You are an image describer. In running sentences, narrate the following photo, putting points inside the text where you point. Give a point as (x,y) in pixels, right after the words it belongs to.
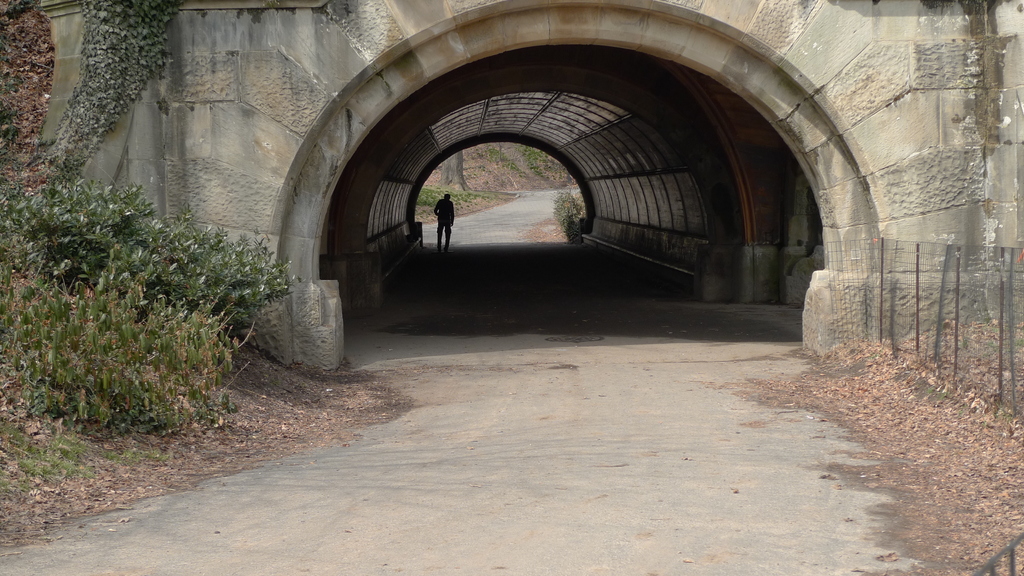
We can see plants (143,308), fence (967,288) and tunnel (217,190). In the background (441,236) there is a person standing and we can see plant (567,226) and tree trunk (446,183).
